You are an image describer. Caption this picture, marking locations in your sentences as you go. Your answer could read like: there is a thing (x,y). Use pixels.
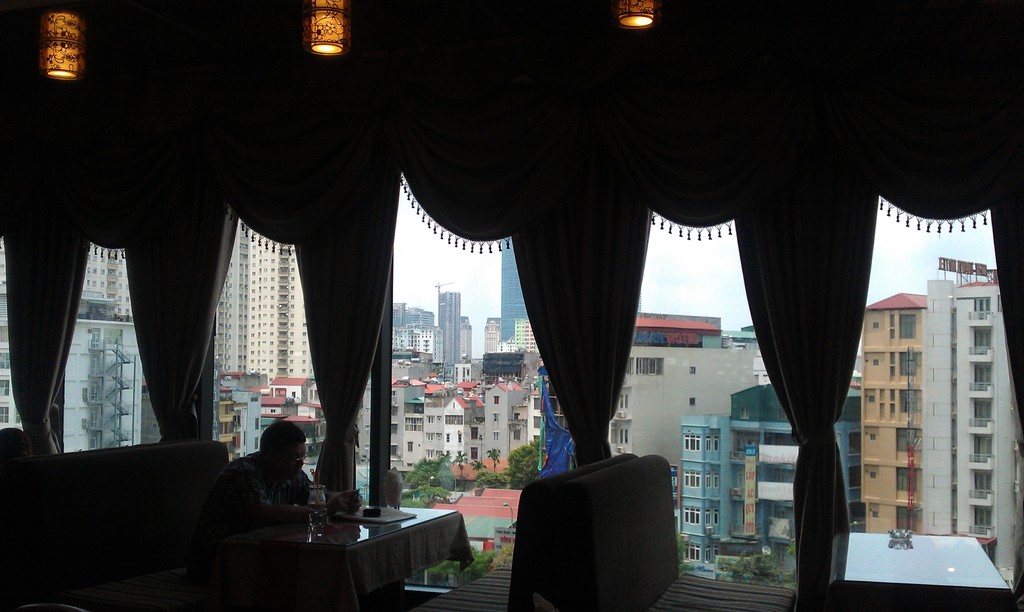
In this picture there is a man (290,478) sitting on the chair (178,548). There is a bottle (313,525) on the table (331,543). There is a dark curtain (332,302). There is a light (329,27) on the roof (300,35). There is a bowl (906,537) on the table (904,558). There is a building (256,317) at the background (265,336) and a house (451,422). There are some trees (514,461) at the background (515,464).
